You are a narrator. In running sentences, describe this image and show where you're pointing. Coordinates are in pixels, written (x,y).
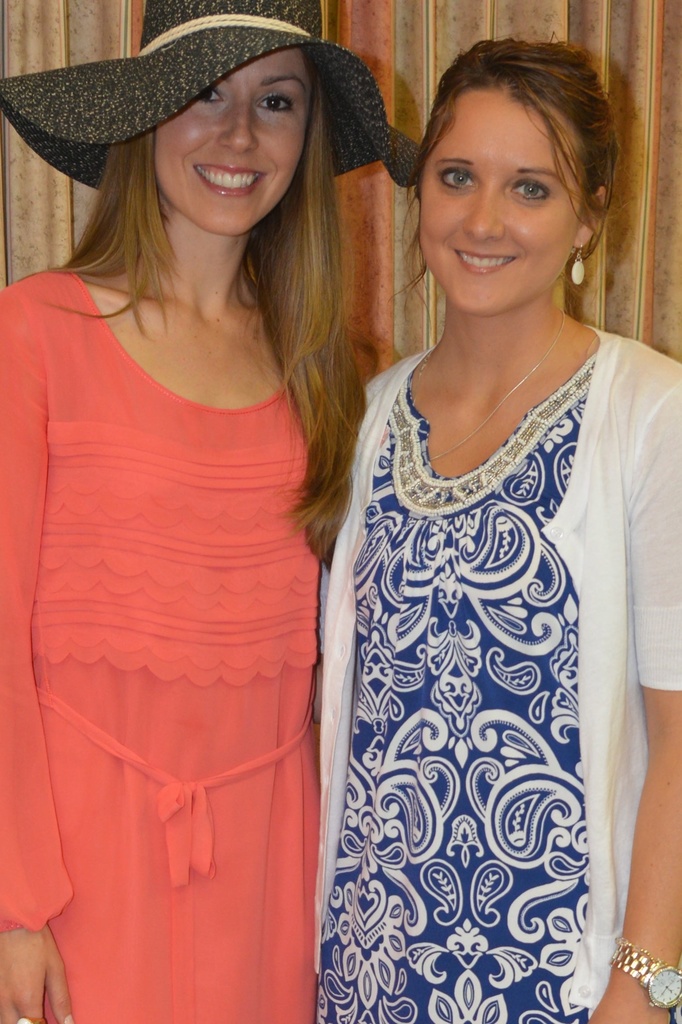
In this image I can see two people (305,398) are standing and smiling. They are wearing orange, blue and white dress (300,591). Back I can see a brown background (405,44).
